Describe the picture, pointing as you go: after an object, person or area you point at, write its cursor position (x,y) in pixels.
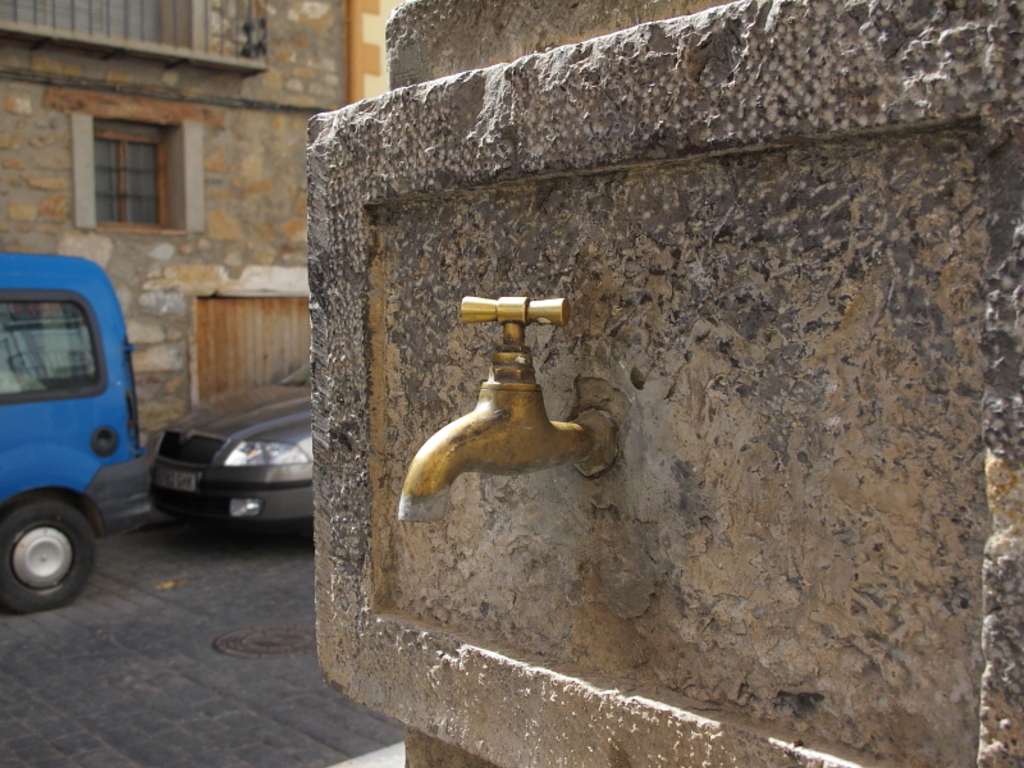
In this image I can see the tap (478,467) to the wall (701,445). The tap (446,477) is in gold color. To the left (301,525) I can see the vehicles (110,477) on the road (130,633). These vehicles (117,449) are in blue and grey color. In the back (163,203) I can see the window (121,147) to the building (203,123).
